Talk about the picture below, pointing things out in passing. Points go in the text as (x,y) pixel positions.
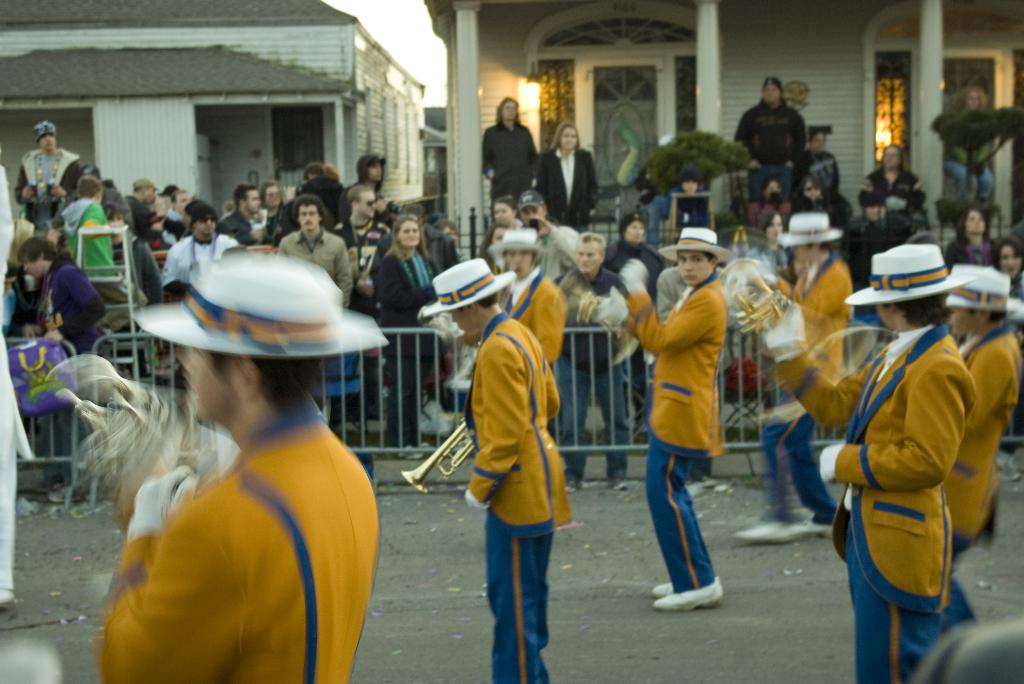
In the image I can see a group of people (511,332) among them some are standing behind the fence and some are standing on the road (611,678). The people (542,458) in the front of the image (694,483) are wearing yellow color clothes (497,470), white color hats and holding musical instruments (833,339) in hands (791,321). In the background (778,66) I can see buildings (558,92), lights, the sky (382,22) and some other objects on the ground (757,457).
